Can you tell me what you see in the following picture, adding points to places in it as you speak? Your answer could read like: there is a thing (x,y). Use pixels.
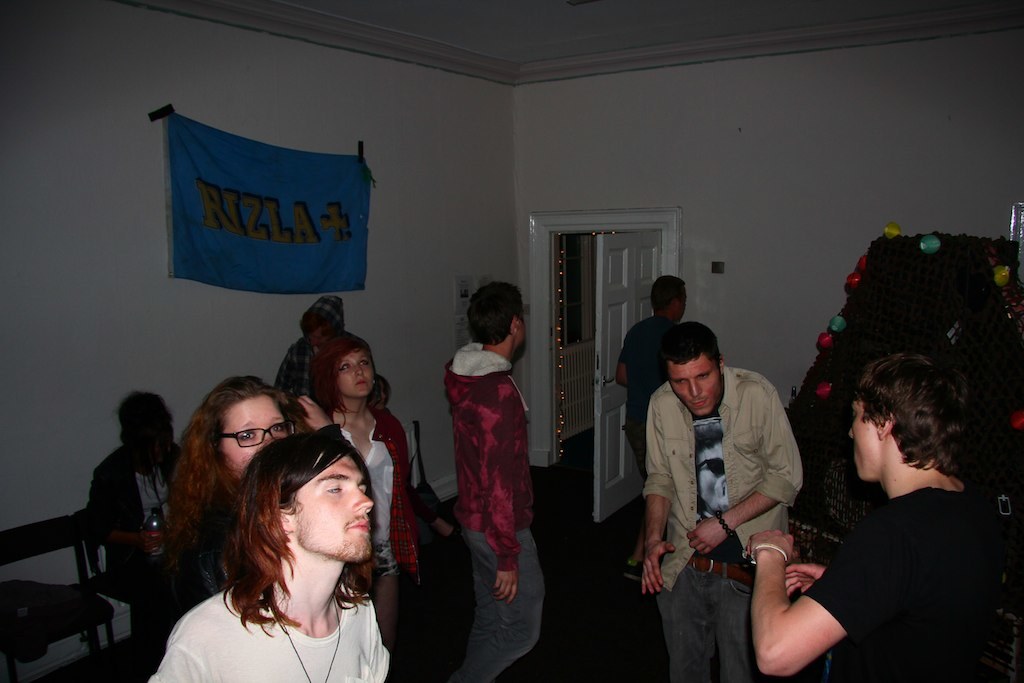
In this picture we can see there is a group of people (961,400) standing and a person (141,510) is sitting and holding a bottle (158,528). On the right side of the people (689,474) there is an object (942,270) with some decorative items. Behind the people (303,441) there is a wall (382,230) with a banner (251,204) and a door (609,321).
